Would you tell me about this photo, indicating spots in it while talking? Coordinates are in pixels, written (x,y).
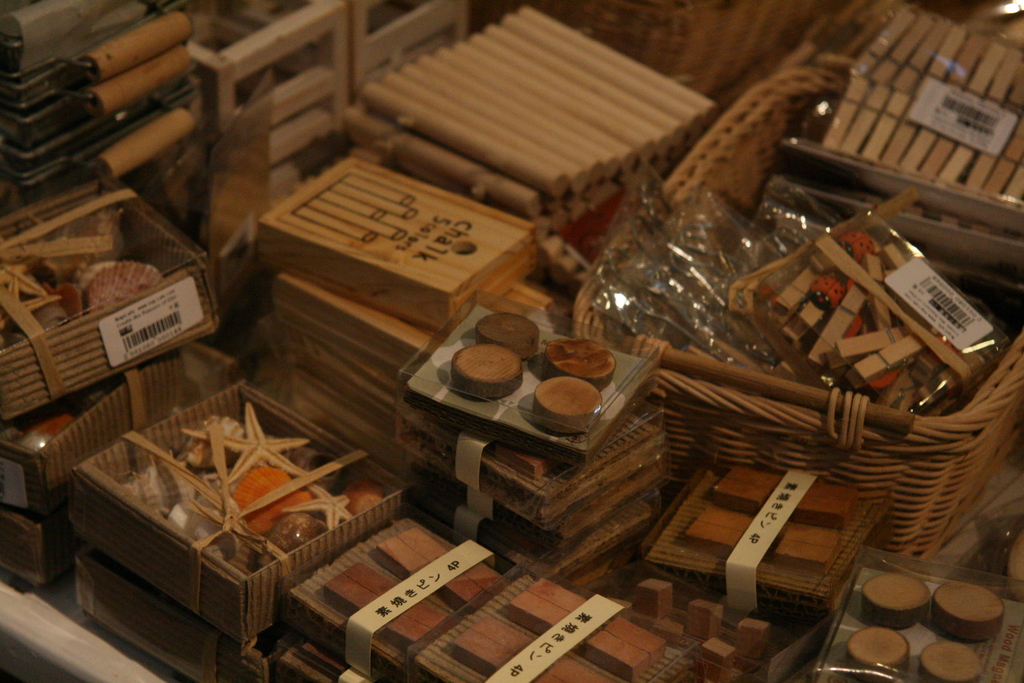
In the center of the image (376,249) we can see sticks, clips (774,309), wooden boxes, wooden pieces (703,516), stickers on a few objects (53,489) and a few other objects (723,396).
